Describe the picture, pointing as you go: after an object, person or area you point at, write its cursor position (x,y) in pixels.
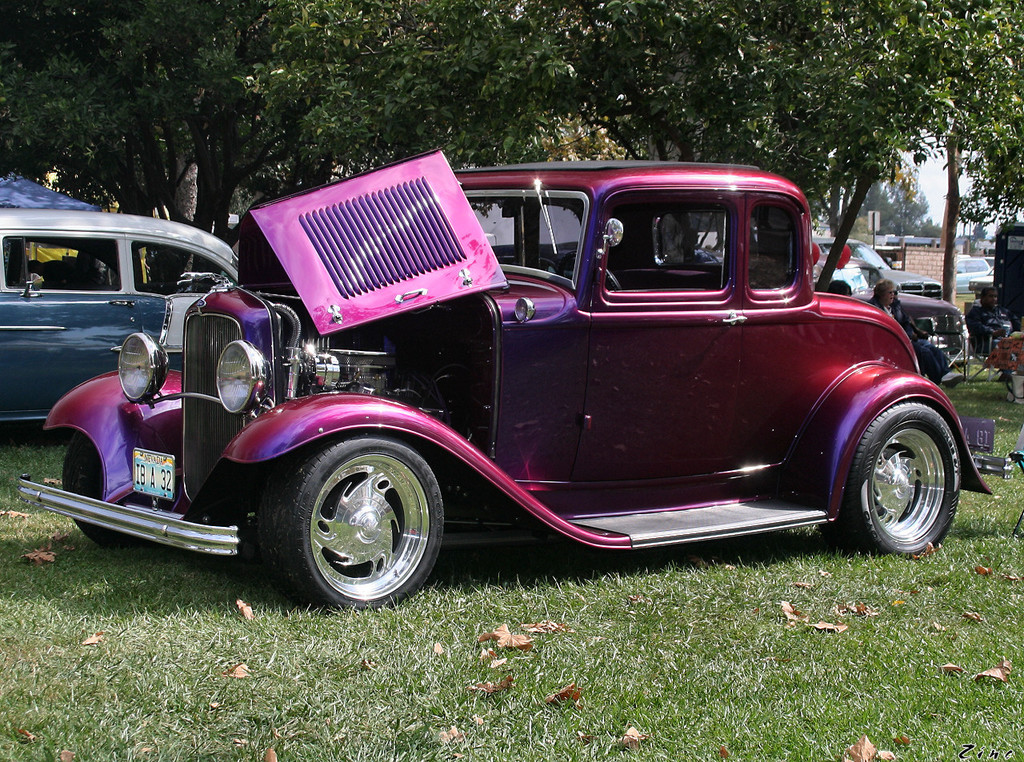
In this image we can see few vehicles (158,285), two persons (948,367) sitting on the chairs (964,343), grass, trees (948,275), few objects (877,242) and the sky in the background (937,207).
